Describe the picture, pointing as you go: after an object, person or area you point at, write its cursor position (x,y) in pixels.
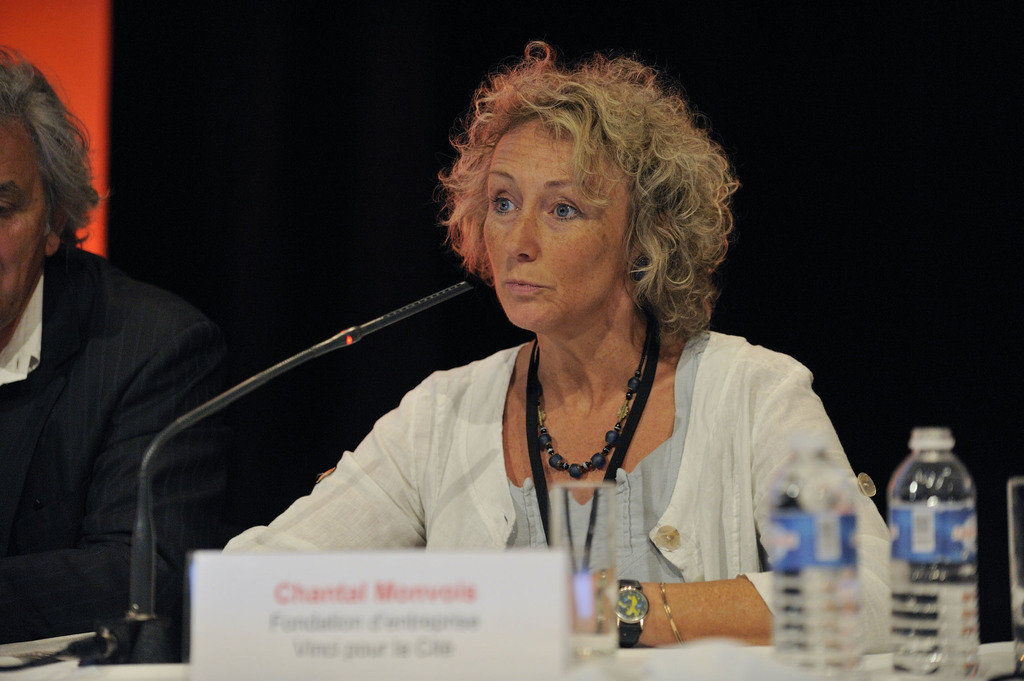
In this image I see a woman (422,440) and a man (66,370) and I see the name board (344,588) over here which is blurred and I see the glass (609,539) and 2 bottles (806,528) and I see the black color thing (147,472) over here and it is red and black in the background (400,321).
